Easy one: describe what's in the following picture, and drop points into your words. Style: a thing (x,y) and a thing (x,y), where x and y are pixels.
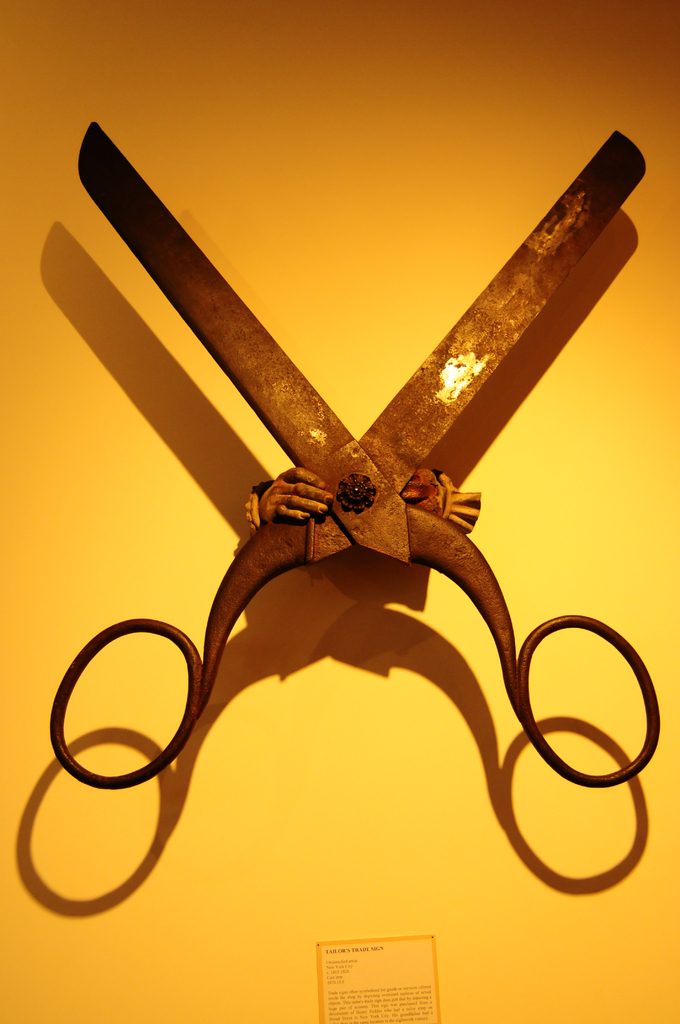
In the picture I can see a scissor (393,523) which is attached to a yellow color wall (326,591). I can also see some other objects (362,997) attached to the wall (299,593).
